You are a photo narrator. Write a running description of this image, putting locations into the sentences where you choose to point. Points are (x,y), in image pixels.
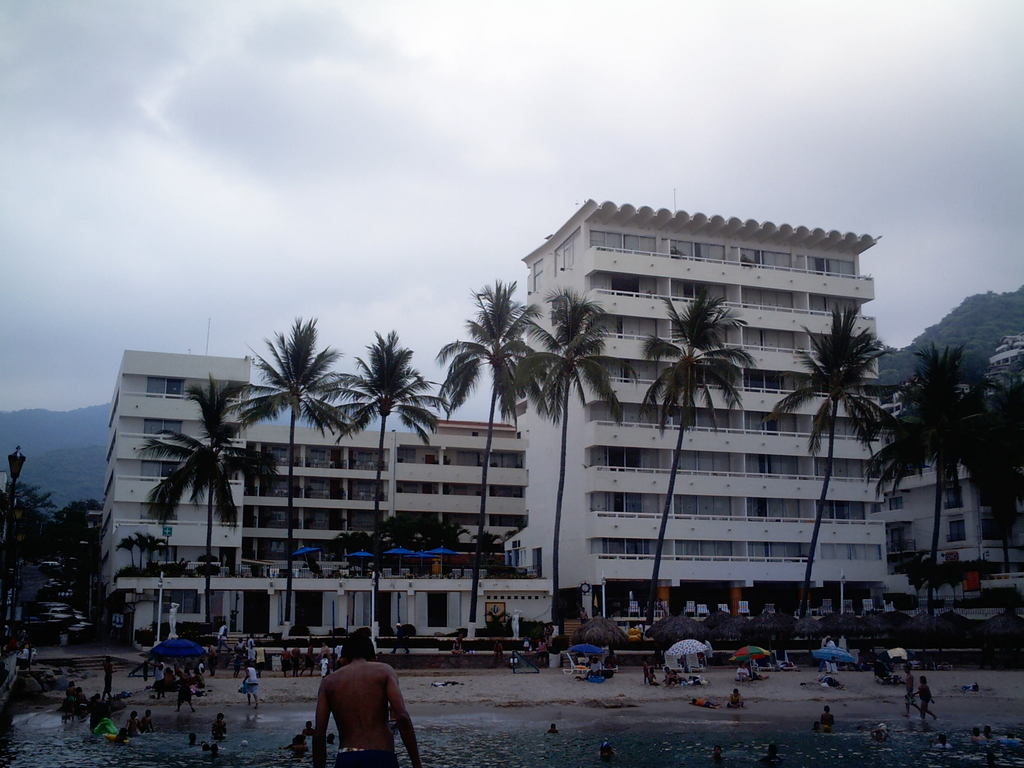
At the bottom of the image (297,692) I can see a beach (594,699). There are many people (101,713) in the water (141,743) and also few people (592,667) sitting under the umbrellas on the beach (501,682). In the background (579,387), I can see many trees (254,411) and buildings (539,502). At the top of the image (315,159) I can see the sky (306,118).
